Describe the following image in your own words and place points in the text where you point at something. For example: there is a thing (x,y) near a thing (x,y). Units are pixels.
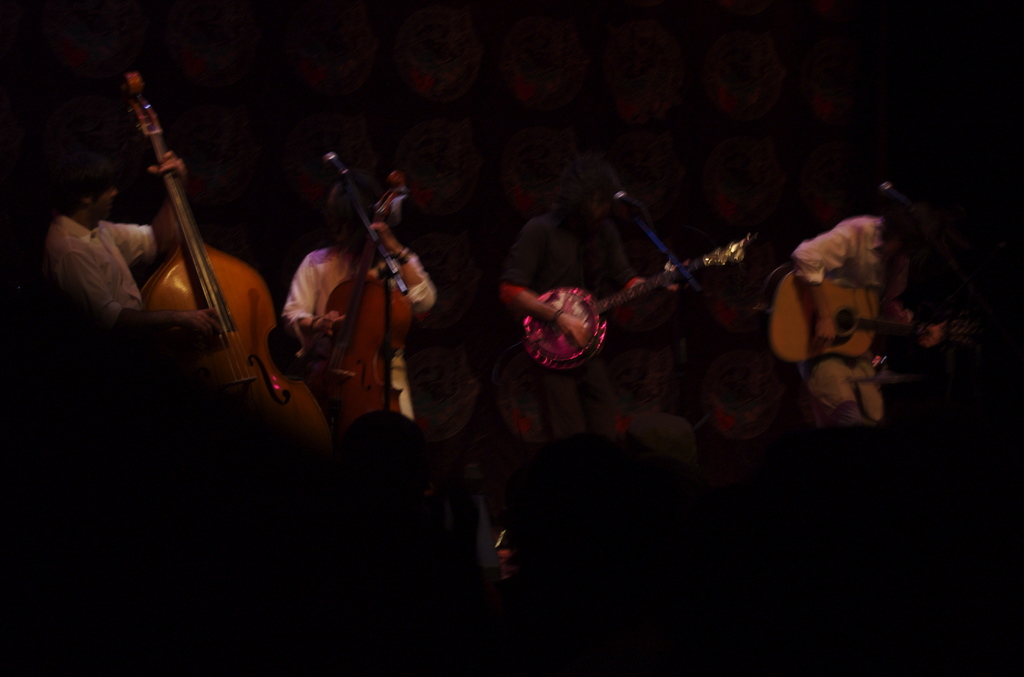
This picture is clicked inside a musical concert. Here, we see four people (576,225) standing and holding musical instruments (408,301) in their hands (383,242) and playing them.
